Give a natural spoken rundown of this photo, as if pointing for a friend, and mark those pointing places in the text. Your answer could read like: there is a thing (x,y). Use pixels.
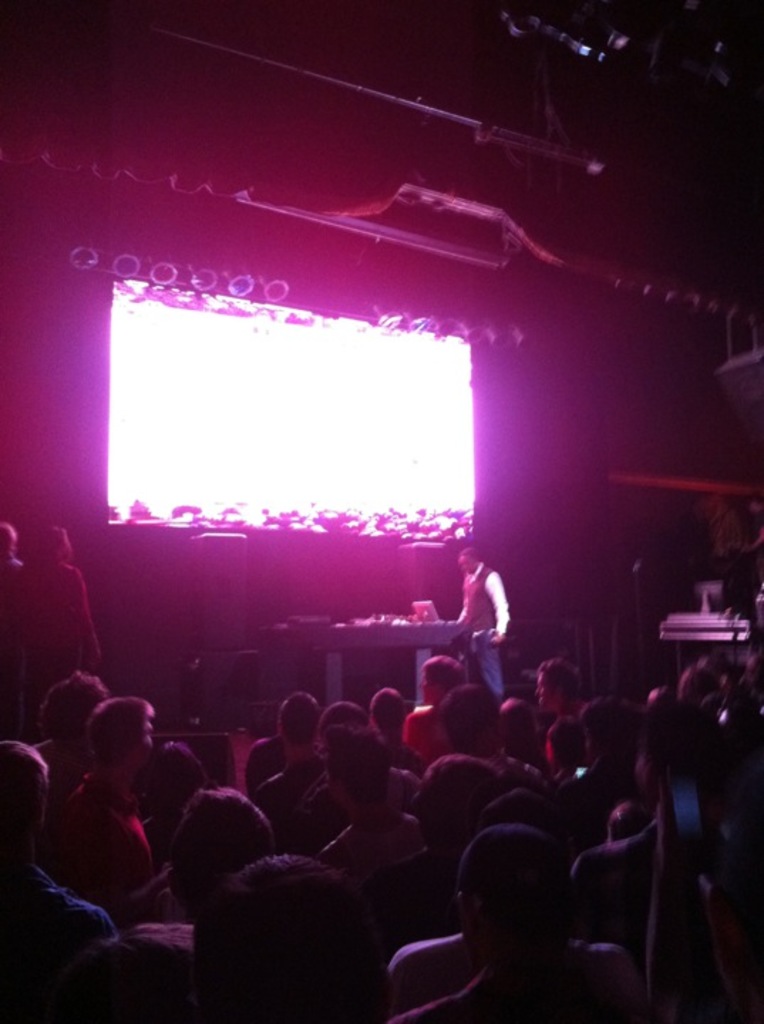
To the bottom of the image (520,790) there are many people (439,809) standing. In front of them there is a stage (335,651) with table (388,629) and a man (472,633) is standing on it. Behind him there is a screen (297,348) with lights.
